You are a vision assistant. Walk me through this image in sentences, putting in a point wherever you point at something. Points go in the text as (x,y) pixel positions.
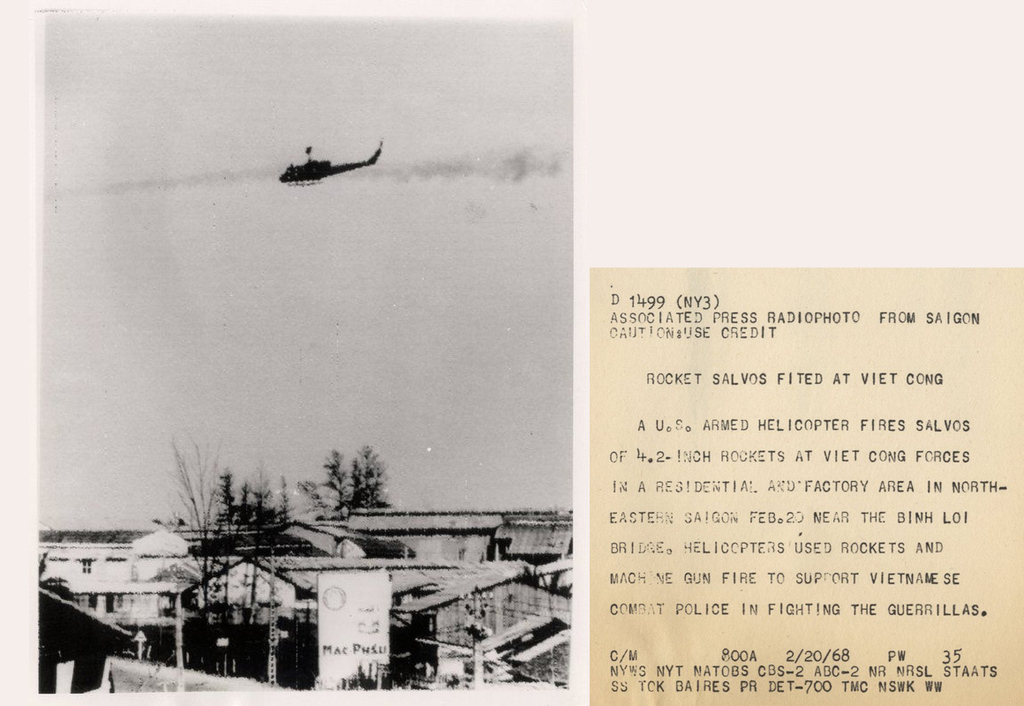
In this image we can see two posters (420,434), one poster (262,499) we can see some buildings (353,521), trees (380,501), poles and a helicopter (302,176) flying, and the other poster (761,465) is with some text (702,548).
